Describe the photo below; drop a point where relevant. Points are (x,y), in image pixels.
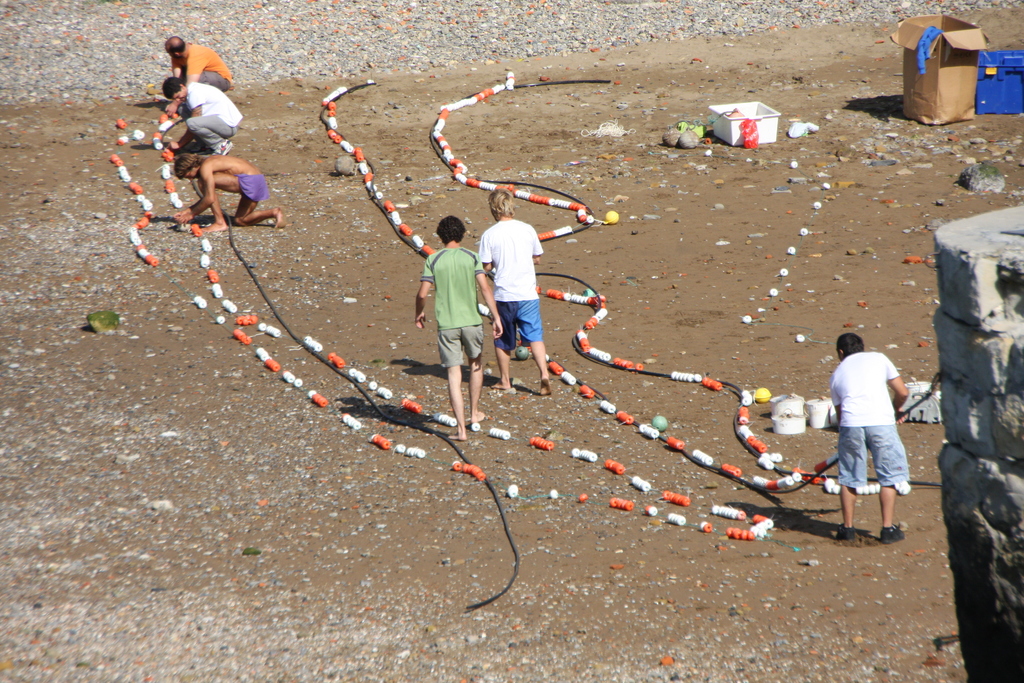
In the image we can see there are people (542,331) walking, standing and some of them are sitting on the knee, they are wearing clothes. Here we can see the stones (367,50), containers (760,110) and other objects (751,143). Here we can see the rope (371,399) and some objects (666,498) attached to the rope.
